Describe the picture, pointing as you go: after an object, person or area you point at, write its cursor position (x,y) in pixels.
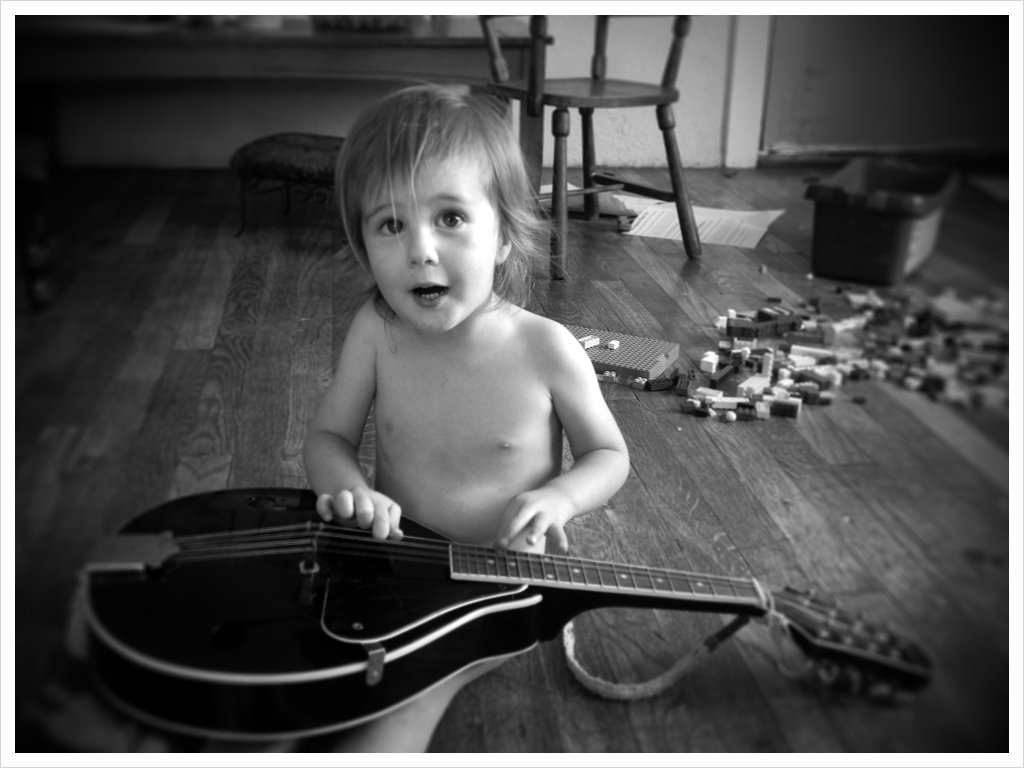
Child (455,359) sitting on the ground (573,532), playing guitar (405,575) and in background (616,102) there is chair (556,100) and there is a table (245,71) and ground (870,388) there are toys (847,363).
